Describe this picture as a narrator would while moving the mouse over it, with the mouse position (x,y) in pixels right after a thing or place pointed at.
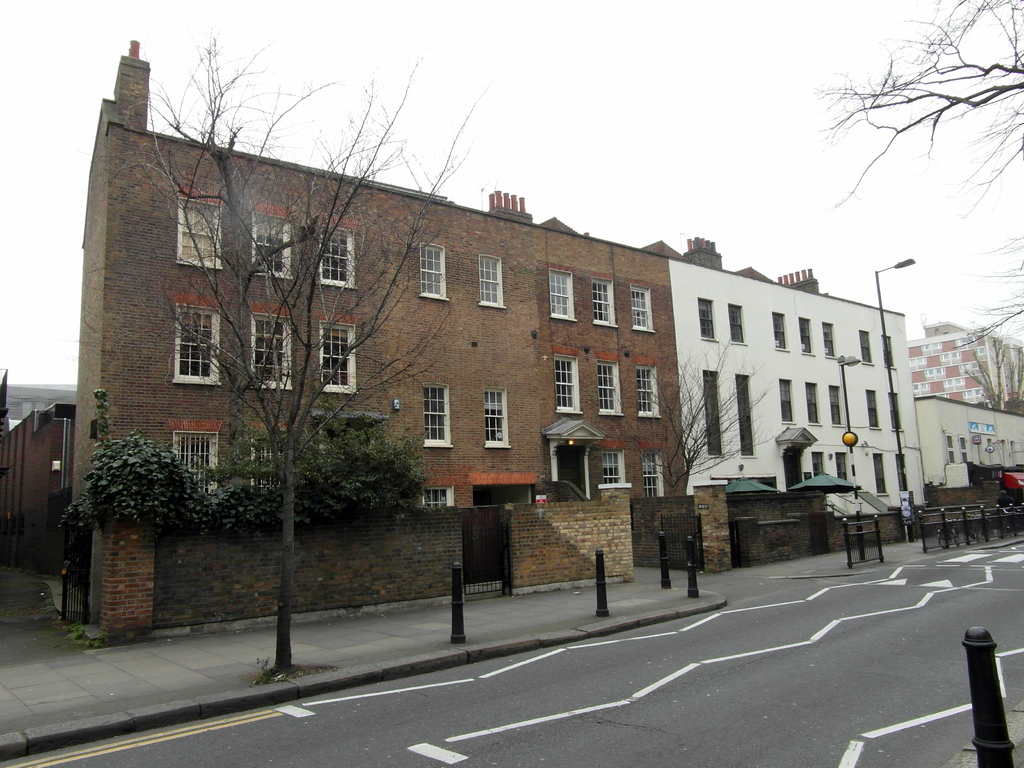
This is the picture of a building (142,377). In this image there are buildings (120,378) and there are trees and poles (889,367) on the footpath (554,631). On the right side of the image (872,520) there is a railing (923,515) on the footpath (324,635). At the top (565,65) there is sky (609,39). At the bottom (755,664) there is a road (856,640) and there are white lines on the road (700,703).
